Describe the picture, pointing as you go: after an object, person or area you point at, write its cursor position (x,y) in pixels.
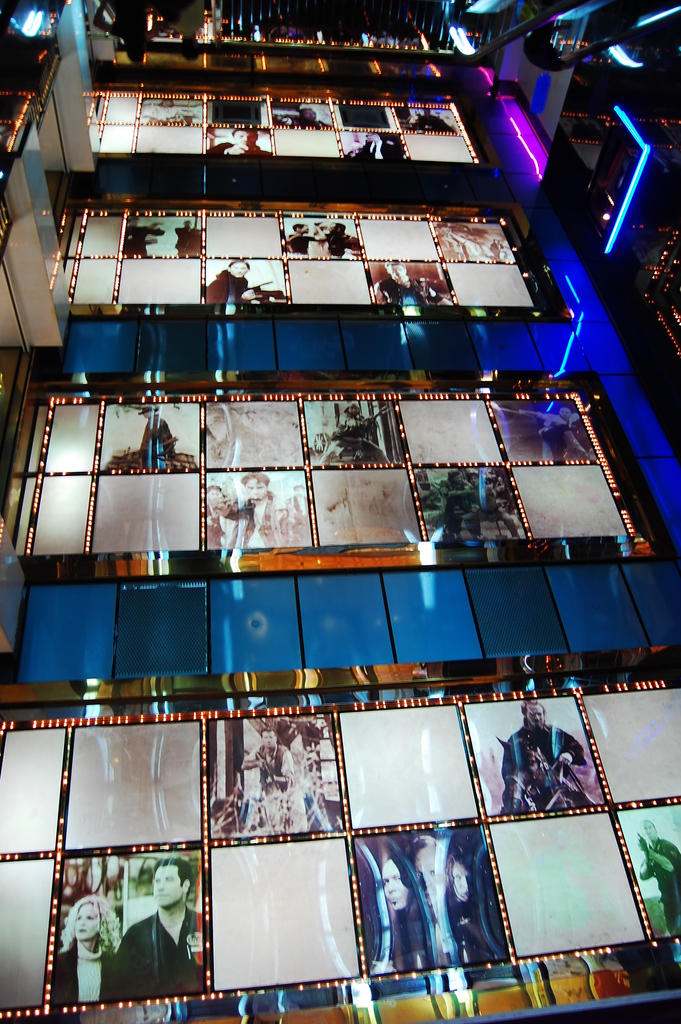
In this image I can see number of photos (655,840) in the center of this image (303,452) and I see the lights (123,93) on the top of this image (560,12).
